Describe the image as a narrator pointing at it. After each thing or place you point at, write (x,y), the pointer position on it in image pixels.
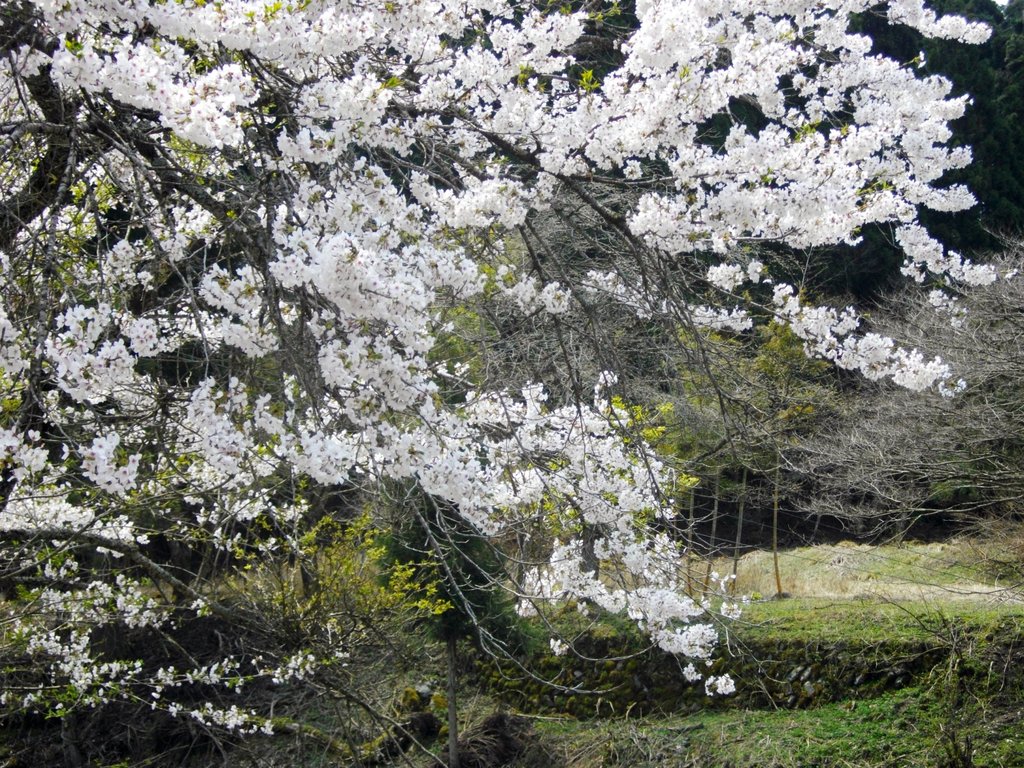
In this image there are trees (508,280) and we can see flowers (711,222). At the bottom (607,759) there is grass (738,719).
